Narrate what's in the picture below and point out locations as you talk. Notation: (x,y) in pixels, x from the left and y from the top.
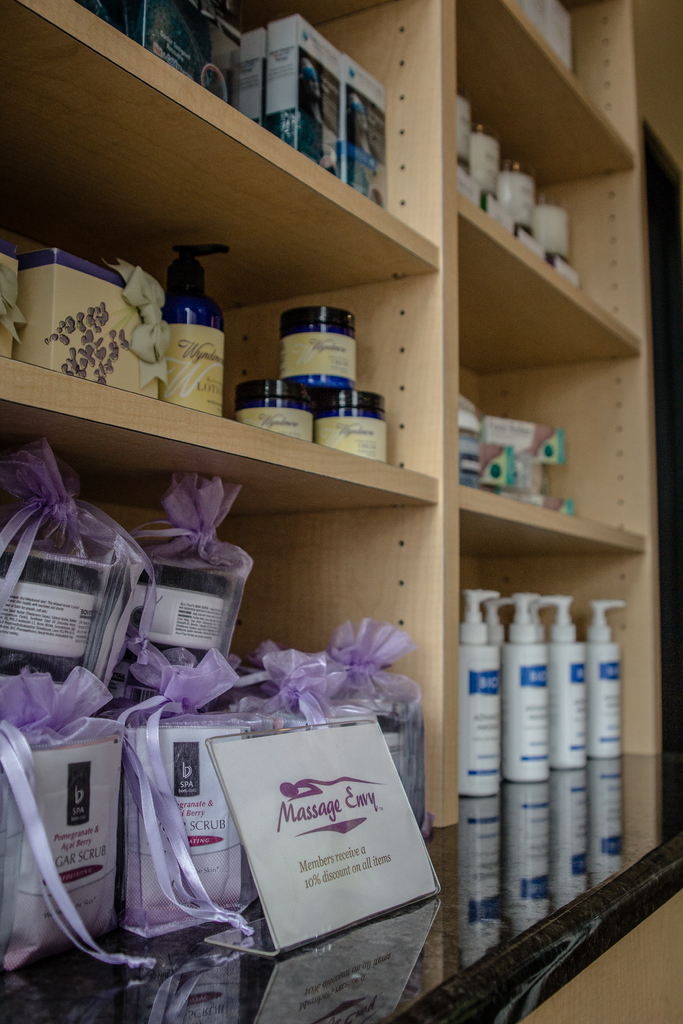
In this picture we can see bottles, boxes (138,382) and some objects (554,621) in racks (562,354), name board (308,756) on a platform (469,895) and in the background (669,62) we can see the wall (658,107).
